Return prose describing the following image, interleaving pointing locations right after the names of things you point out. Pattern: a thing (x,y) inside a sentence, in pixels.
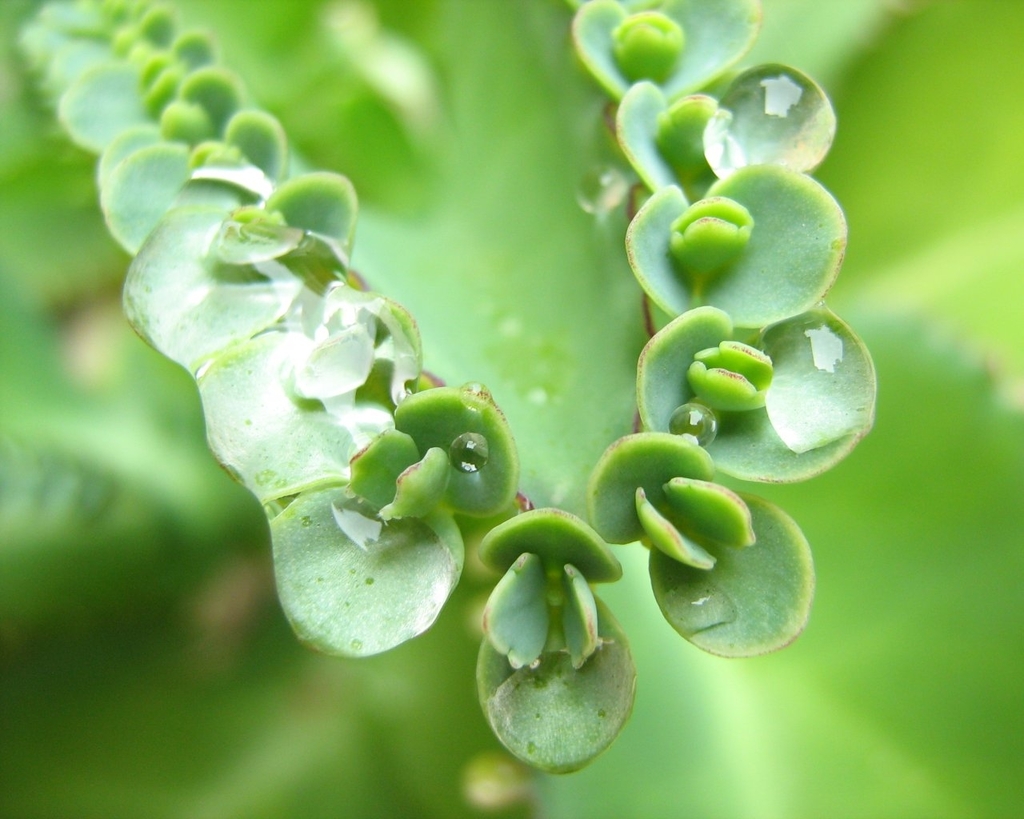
In this picture, we see a plant (570,220) or a tree (494,427). We see the droplets of water (222,262) on the plant (488,274). In the background (268,563), it is green in color. This picture is blurred in the background (99,339).
